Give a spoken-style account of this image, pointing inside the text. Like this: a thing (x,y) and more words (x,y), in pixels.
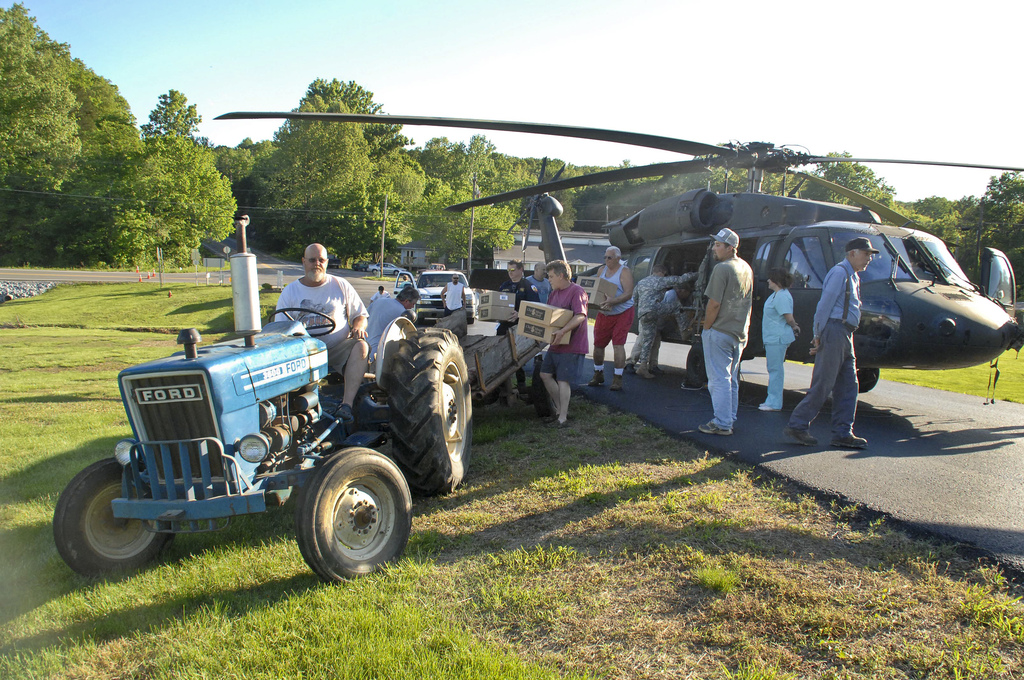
In this image, we can see persons (547,268) wearing clothes (521,285). There is a person (355,311) on tractor (309,353) which is in the middle of the image (343,308). There is a helicopter (790,251) on the right side of the image (933,278). There are some trees (532,163) and sky (630,37) at the top of the image (532,49). There is a grass (202,585) on the ground (169,585).
